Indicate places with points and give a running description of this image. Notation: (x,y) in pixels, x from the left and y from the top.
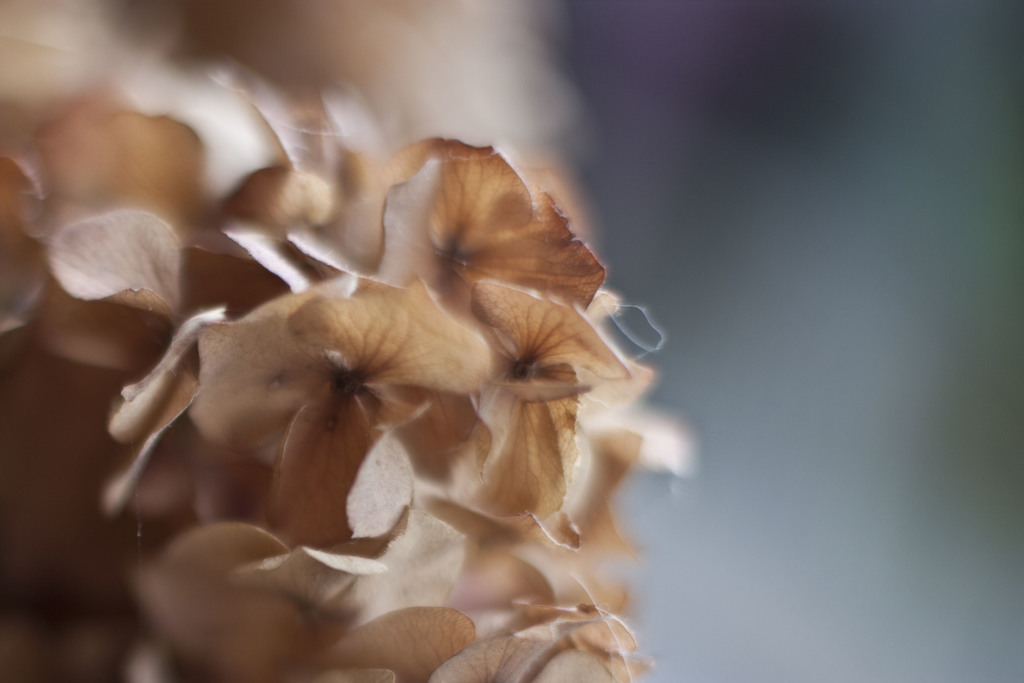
In this image I can see plants (496,357). The background (910,157) is blurred.
